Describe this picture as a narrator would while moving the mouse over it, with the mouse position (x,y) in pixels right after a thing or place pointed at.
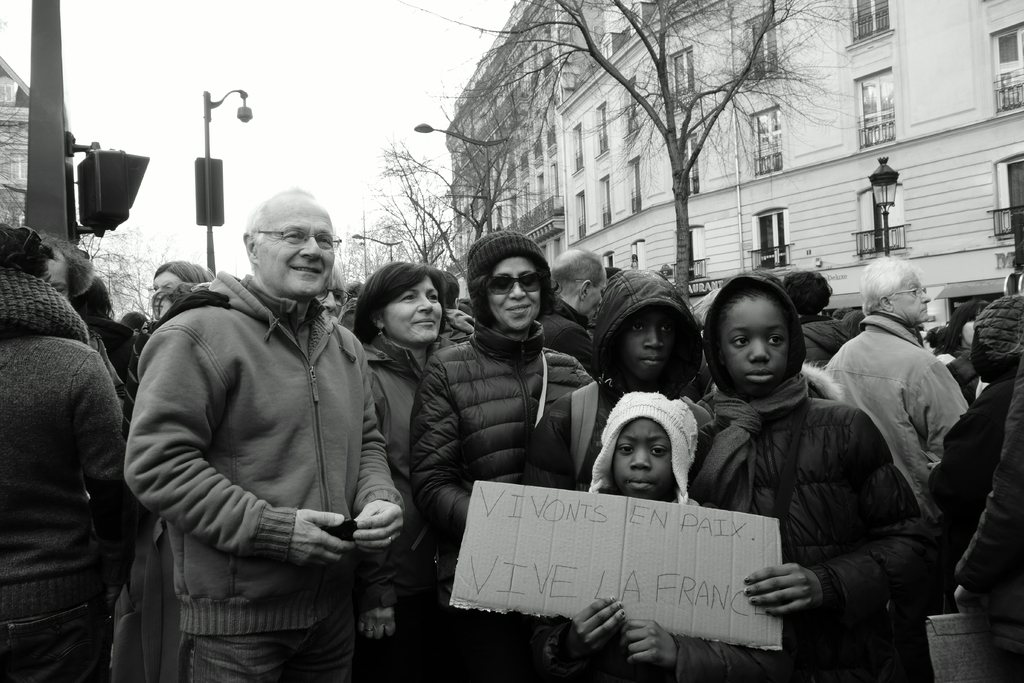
In this image I can see the black and white picture in which I can see number of persons (430,362) are standing and I can see few persons (849,429) are holding boards (650,557). In the background (20,123) I can see few poles (36,152), few trees (479,206), few buildings (520,192), few windows (581,214) of the buildings (645,221) and the sky (251,107).
